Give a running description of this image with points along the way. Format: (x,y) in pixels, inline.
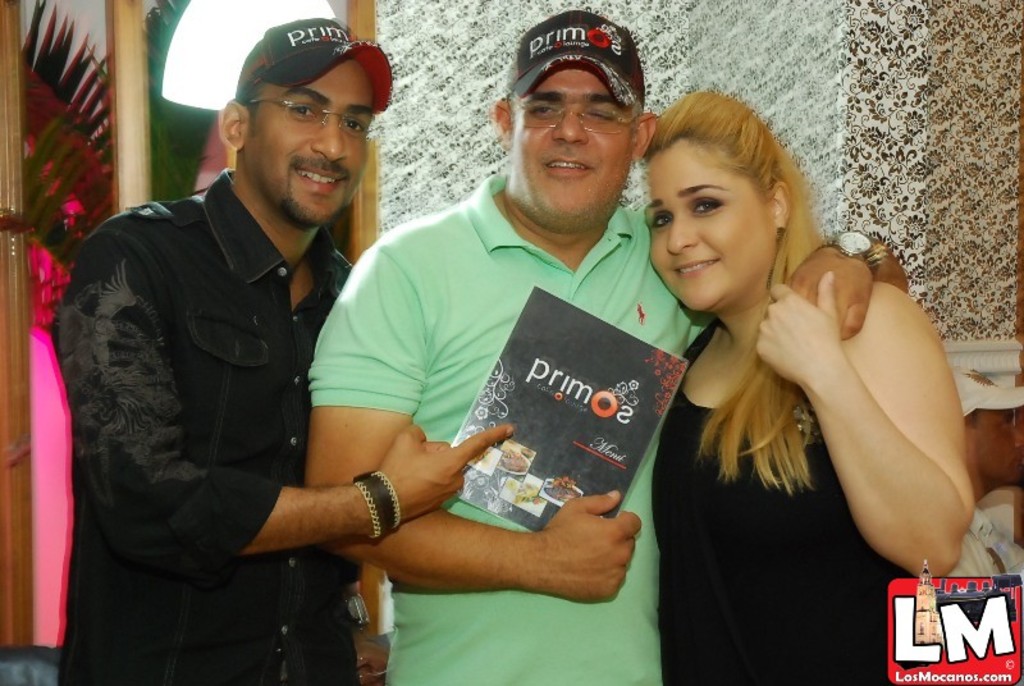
In this image there is a person (572,113) wearing spectacles (575,116) and a cap (605,86). He is holding a poster (600,473). Beside him there is a woman (829,541) wearing a black top (770,536). Left side (299,92) there is a person (273,218) wearing spectacles (293,103) and a cap (374,57). Behind him there is a plant (91,156). Right side there is a person (1009,481) wearing a cap (991,392). Left top there is a light (202,50).
